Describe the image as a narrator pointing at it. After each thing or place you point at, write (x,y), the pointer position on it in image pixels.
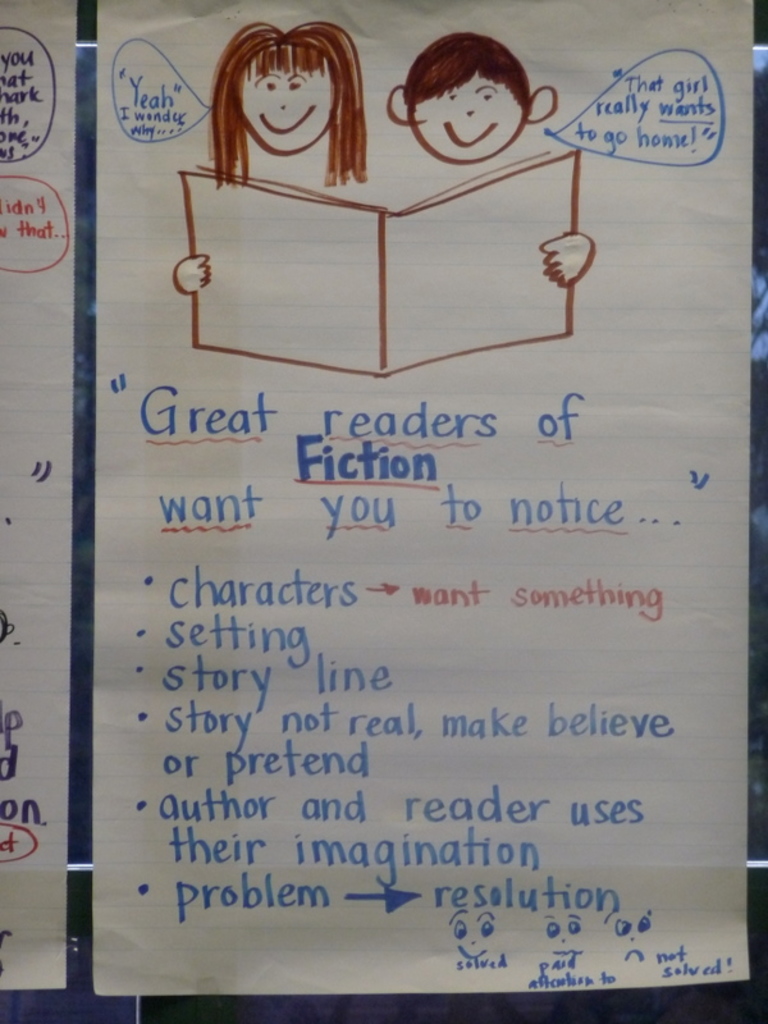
In this image we can see some pictures (446,339) and text (451,527) on a paper (449,536).
